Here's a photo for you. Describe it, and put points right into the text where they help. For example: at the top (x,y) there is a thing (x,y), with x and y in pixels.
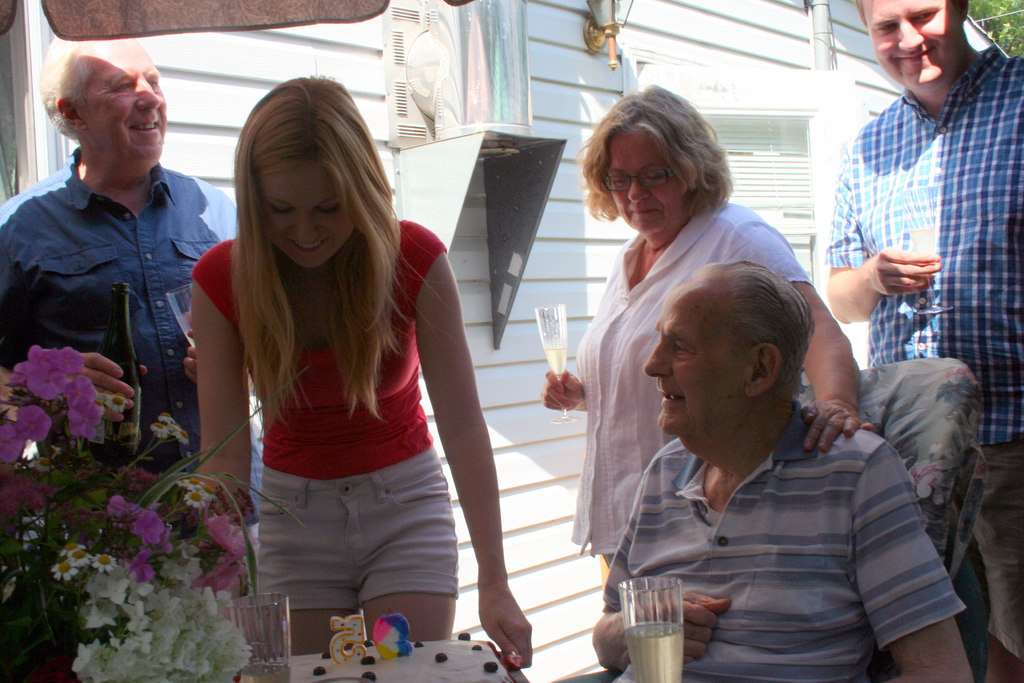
In the left side (331,168) a beautiful girl (307,145) is standing, she wore a red color top (413,348). In the left side (194,654) there are flower plants (169,548) and in the right side (717,658) an old man (842,471) is sitting. Right side (888,13) a man (868,273) is standing and holding a wine glass (932,246) in his hands (899,284).
